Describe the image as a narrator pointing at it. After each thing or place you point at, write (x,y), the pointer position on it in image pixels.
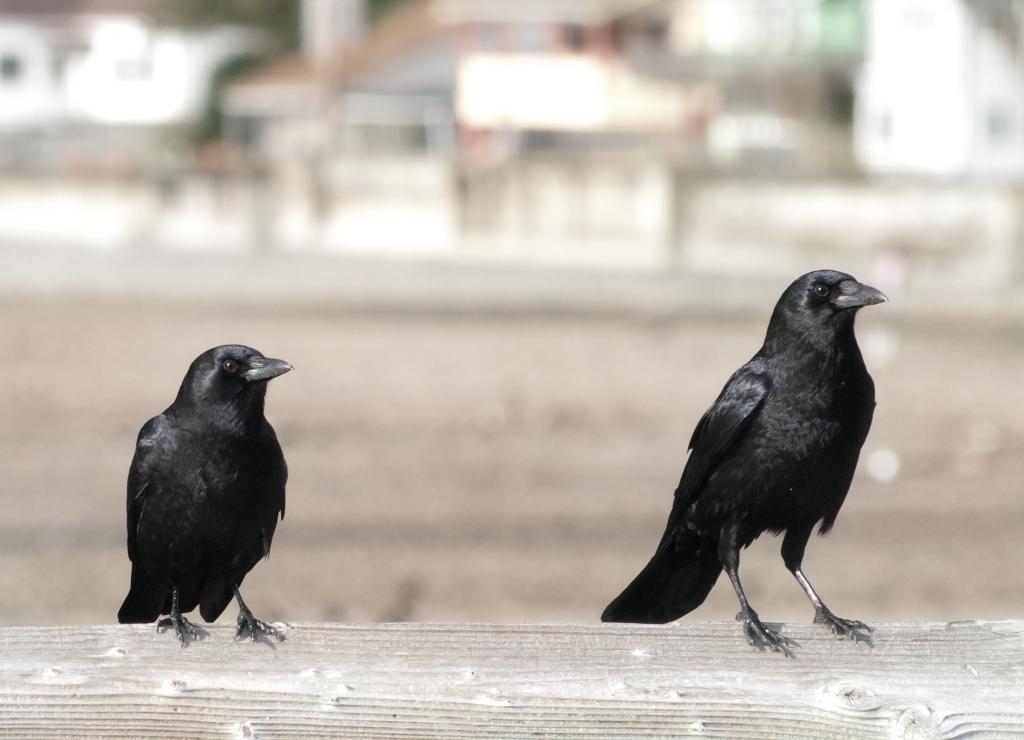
In this picture, we see the crows (749,425) are on the wooden stick (686,667). These crows (190,466) are in black color. In the background (228,87), we see the buildings (406,74) and this picture is blurred in the background (450,377).
